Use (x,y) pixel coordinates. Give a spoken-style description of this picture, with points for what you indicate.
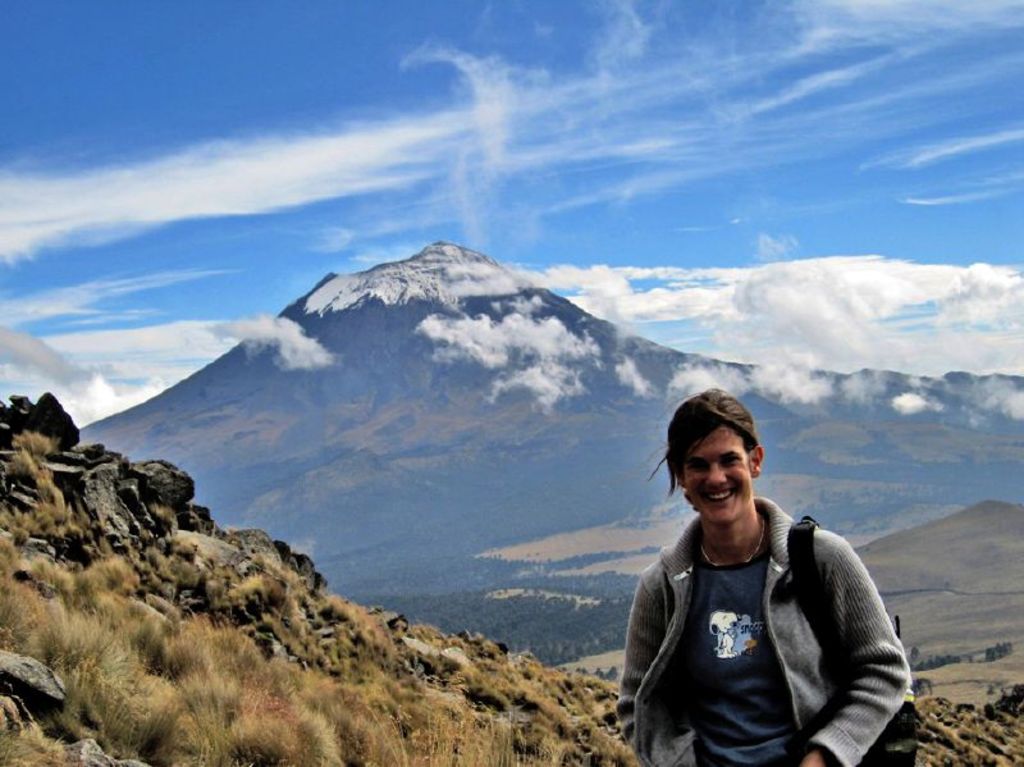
In the foreground of this image (661,632), there is a person (746,710) wearing a bag (903,723) and having smile (717,500) on her face (730,492). Behind her, there are rocks (117,512) and grass (207,638) on the slope area (198,615). In the background (417,295), there is a mountain (446,281), sky (855,218) and the cloud (870,286).
